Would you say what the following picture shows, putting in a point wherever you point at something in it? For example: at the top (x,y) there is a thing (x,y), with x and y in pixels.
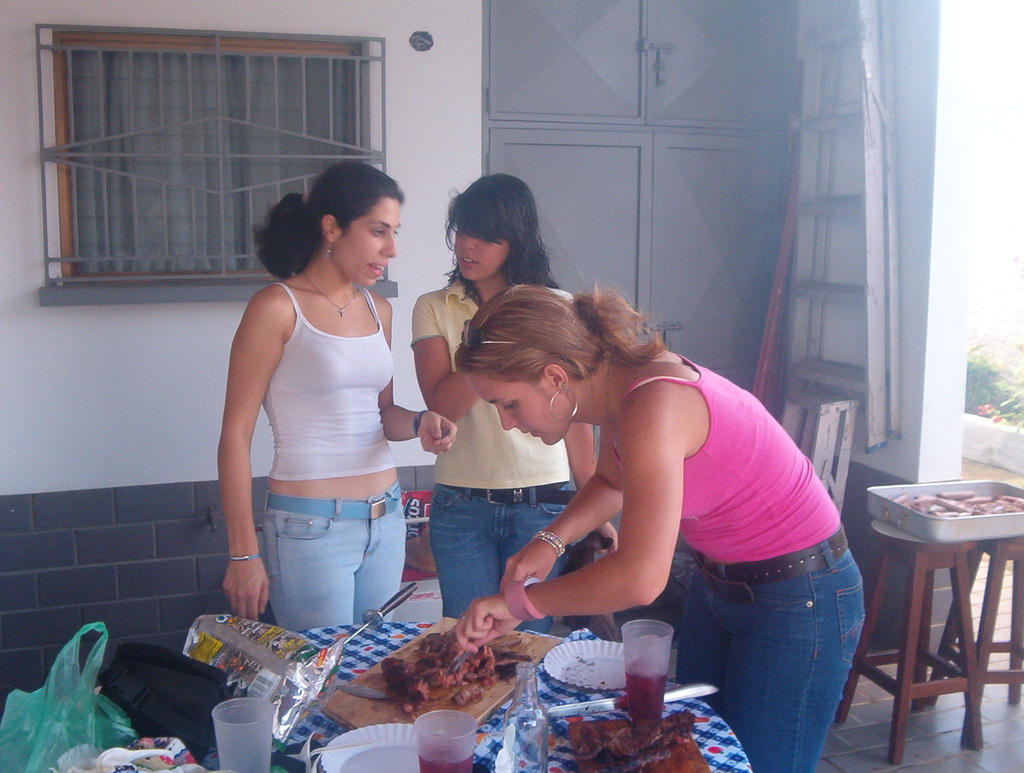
This is a picture taken in the outdoor, there are three women (494,511) standing on the floor (910,720). In front of this women (433,505) there is a table (363,636) on the table (376,656) there is a food items (419,676), plate (564,667), knife (359,628) and glasses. Background of this people (296,414) is a wall (170,384) which is in white color and a table (926,581).
